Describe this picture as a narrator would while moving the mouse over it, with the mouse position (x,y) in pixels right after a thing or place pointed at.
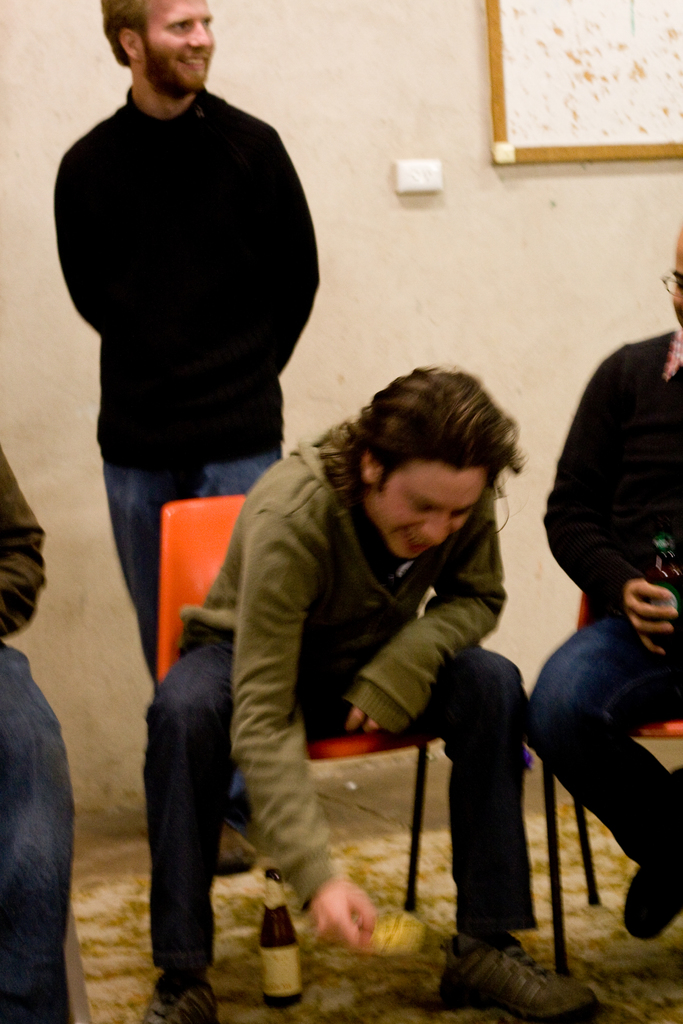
In this image we have two men (225,266) and a woman (391,603). The person (403,572) in the front (390,580) are sitting on a chair (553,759) and a person (197,174) in the behind is standing and smiling. Behind this man (179,210) we have a white color wall (411,269).
